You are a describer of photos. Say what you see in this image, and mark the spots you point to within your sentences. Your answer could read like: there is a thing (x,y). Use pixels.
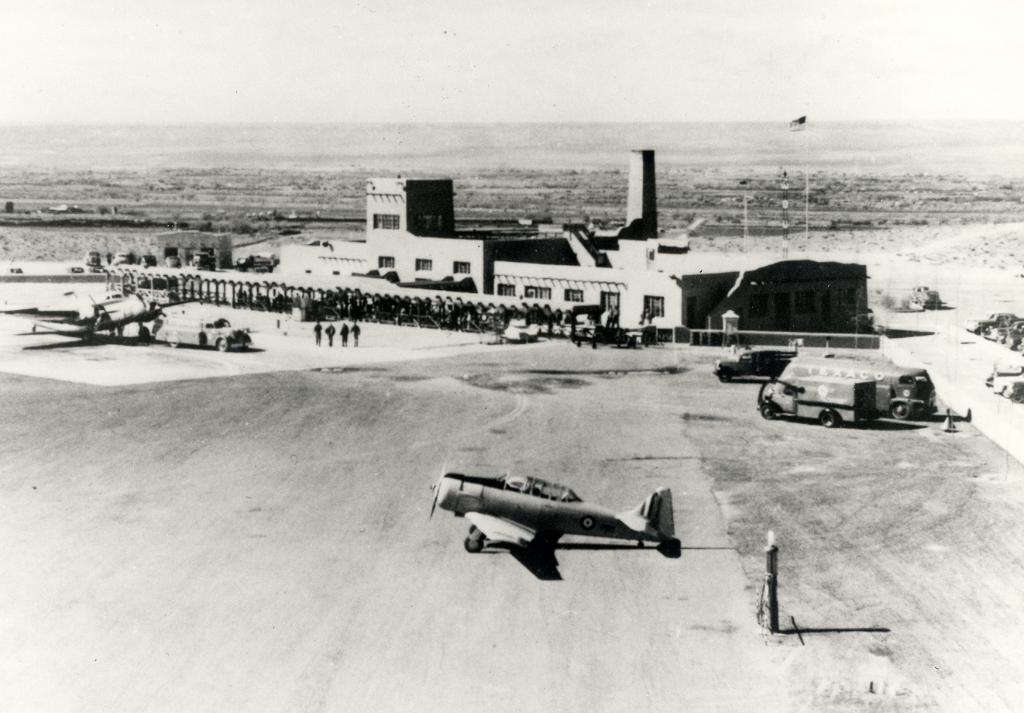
This is a black and white image. In this image there are vehicles (881,386), people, buildings (539,269), objects (807,223) and a flag (804,120).
